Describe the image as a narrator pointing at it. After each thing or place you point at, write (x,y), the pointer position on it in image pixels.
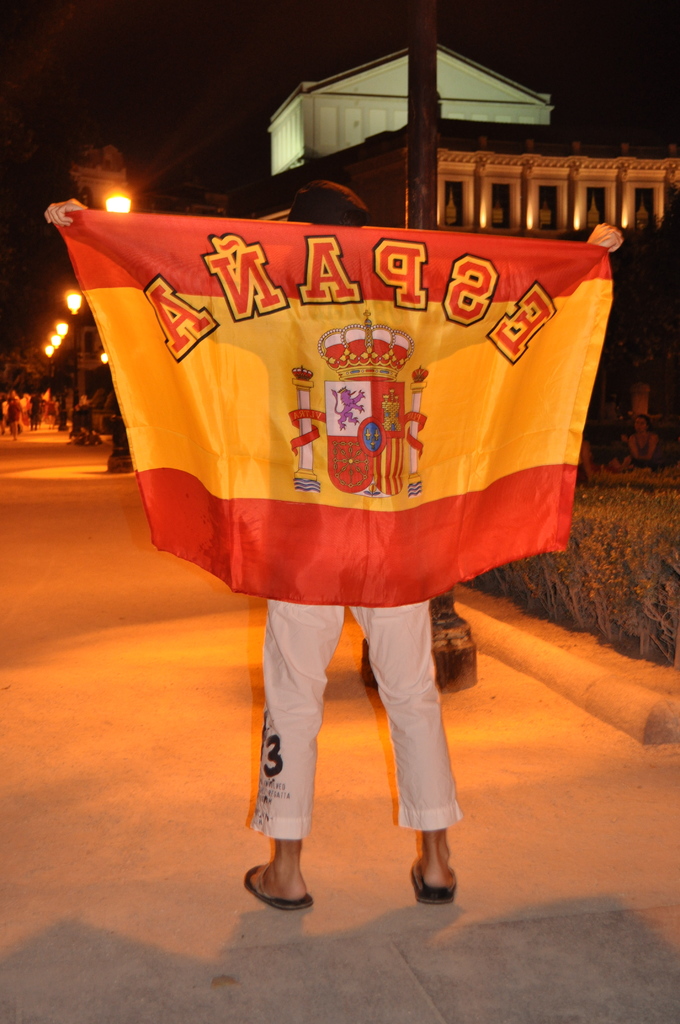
In this image we can see a person (282,852) standing and holding the flag (408,253). We can also see the grass (593,542), people (87,426), light poles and also the buildings (380,126). We can see the road (167,803) and this image is taken during the night time.
